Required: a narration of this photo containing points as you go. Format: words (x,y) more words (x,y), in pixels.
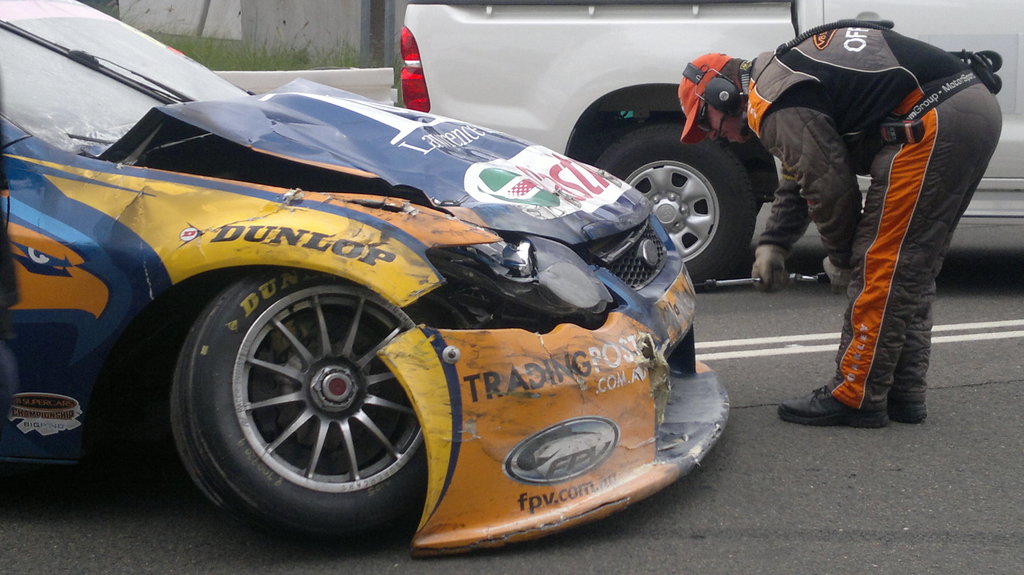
In the foreground of the picture (373,216) there is a car (426,286) and a person (774,260) on the road (29,495). In the background (538,37) there are grass (343,51), pole (389,39), wall (356,28) and a vehicle (536,42).
